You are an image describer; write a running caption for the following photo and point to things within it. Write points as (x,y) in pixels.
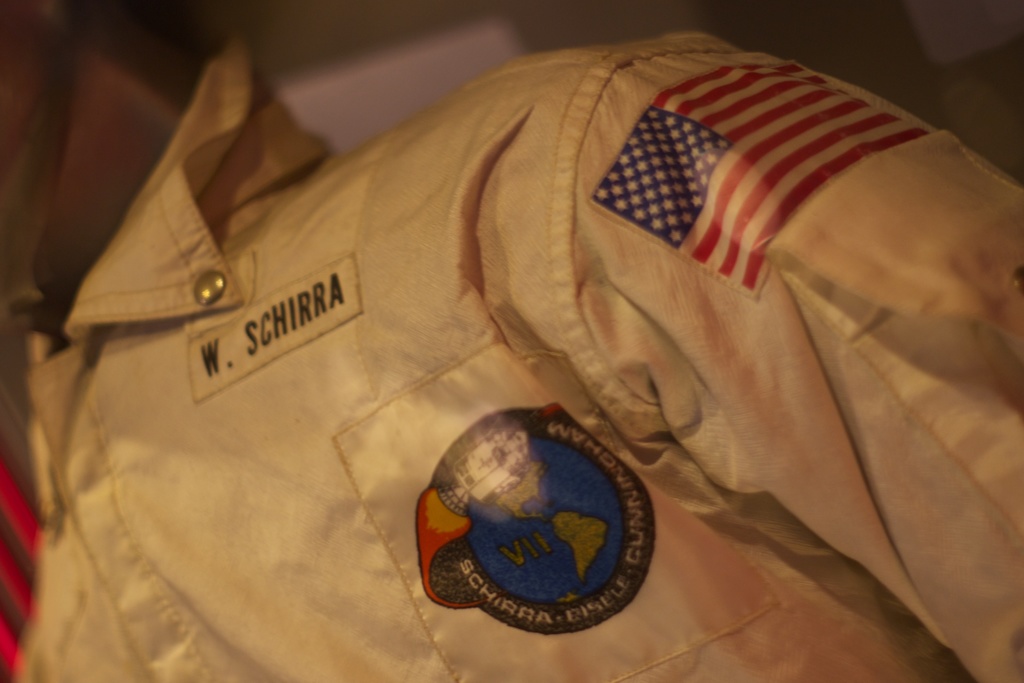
In this image at front (349,278) we can see a golden jacket (449,284) with a name W. Schirra (316,332). On the backside (289,26) there is a wall (795,39).
